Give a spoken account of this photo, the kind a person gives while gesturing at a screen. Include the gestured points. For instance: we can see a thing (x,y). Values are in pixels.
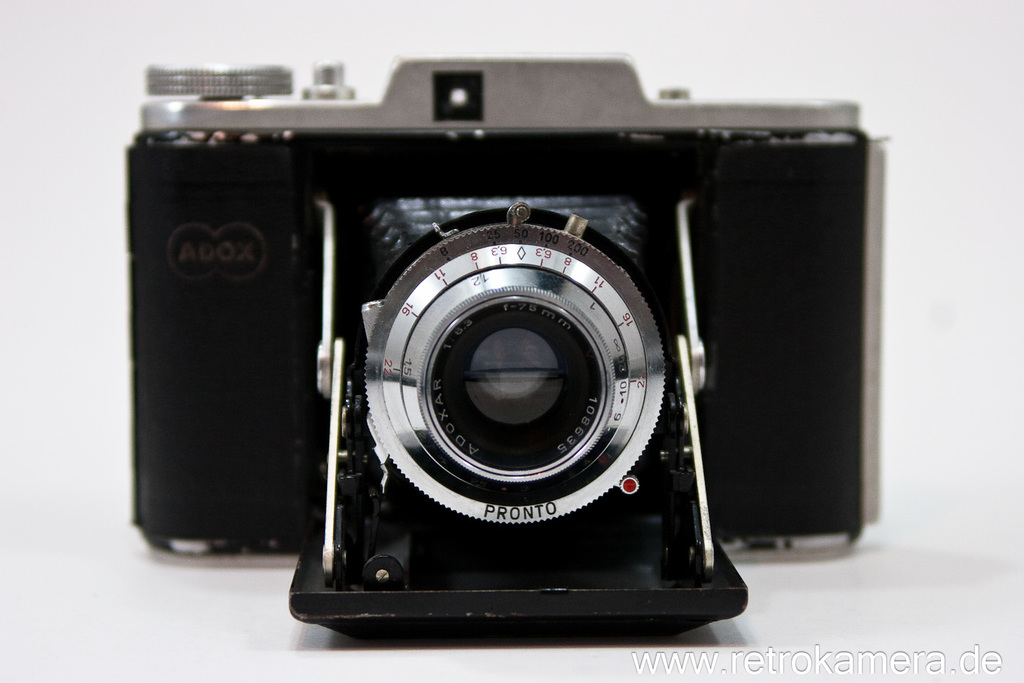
In this picture there is a old black color camera (639,513).
